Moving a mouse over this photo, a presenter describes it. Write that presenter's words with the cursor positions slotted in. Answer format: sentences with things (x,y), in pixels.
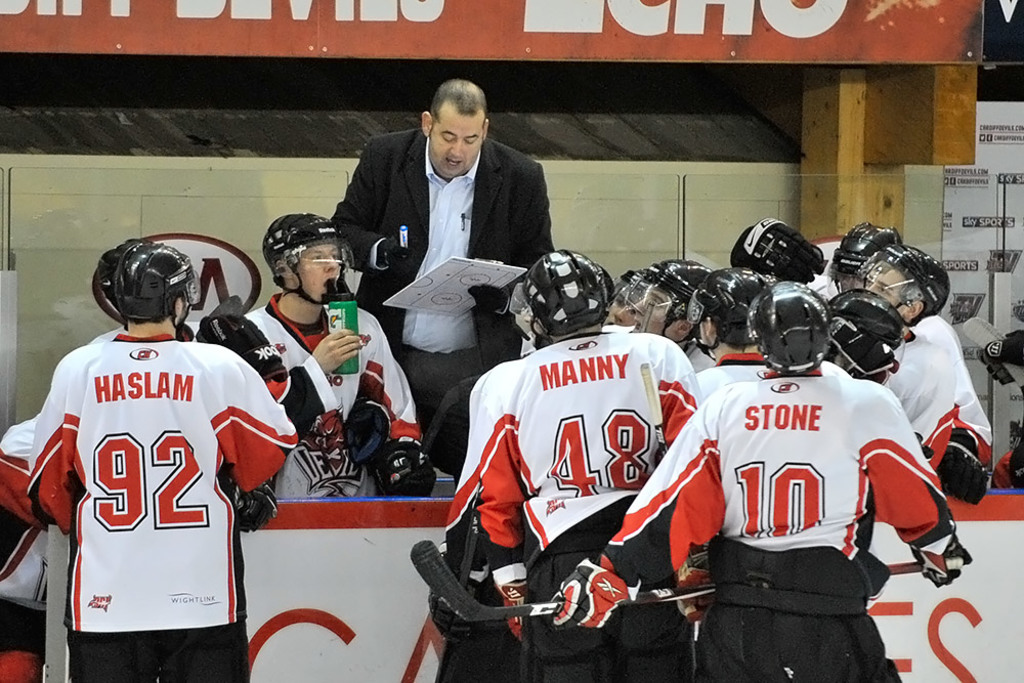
In this image, we can see people (499,475) wearing sports dress (560,489) and are wearing helmets (559,327), gloves (397,459) and holding some objects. In the background (529,252), there are boards (396,35) with some text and there is a person (506,187) wearing gloves (495,297) and holding a pad (453,267) and we can see some objects (1010,352).
